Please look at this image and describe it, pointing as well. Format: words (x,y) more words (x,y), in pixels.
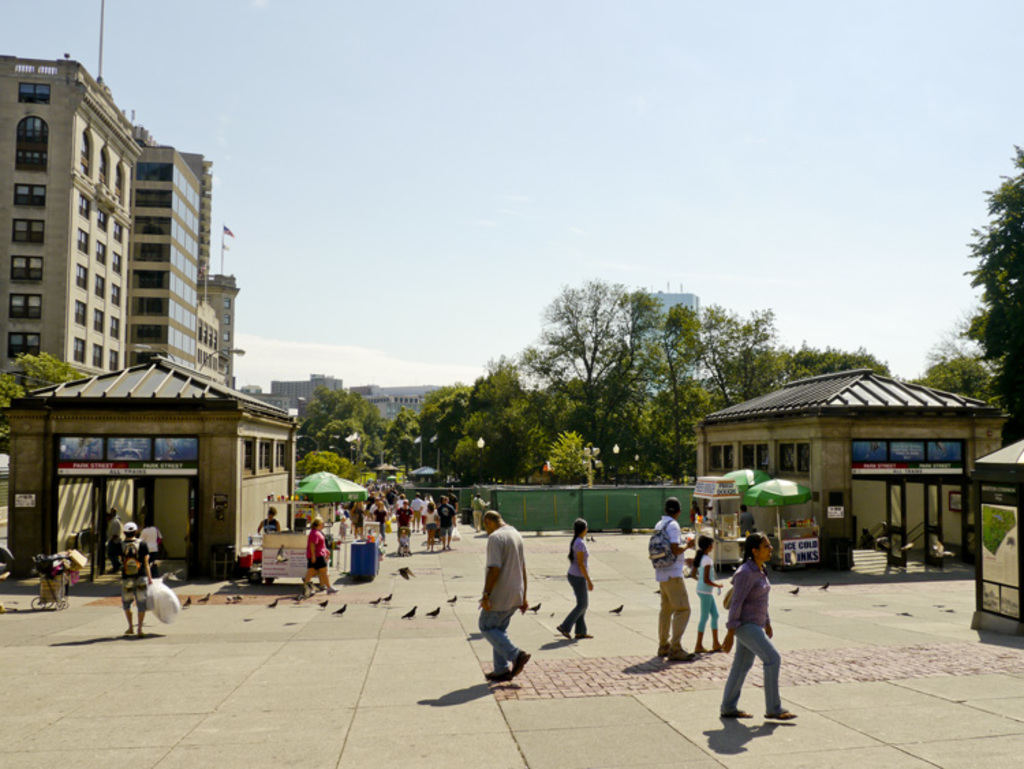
In this image there are persons (733,639) standing and walking, there are birds (343,608), there are tents (776,500) and boards (809,541) with some text (794,547) written on it and there are houses (827,532). In the background (30,314) there are trees (602,389) and buildings (33,277) and we can see clouds (364,362) in the sky (559,296). In the center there are trolleys (62,593).
